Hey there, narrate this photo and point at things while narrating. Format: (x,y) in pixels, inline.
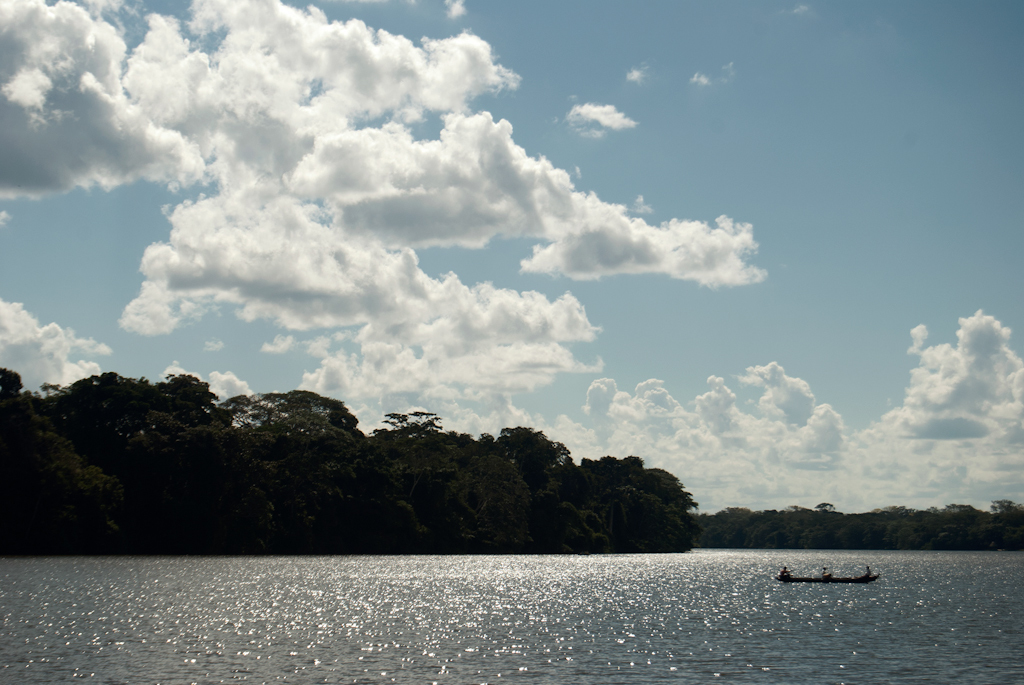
In this image we can see many trees (239,459). There is sky (723,156) with the clouds (384,144). At the bottom (487,607) we can see the boat (798,581) on the surface of the river (693,624).
